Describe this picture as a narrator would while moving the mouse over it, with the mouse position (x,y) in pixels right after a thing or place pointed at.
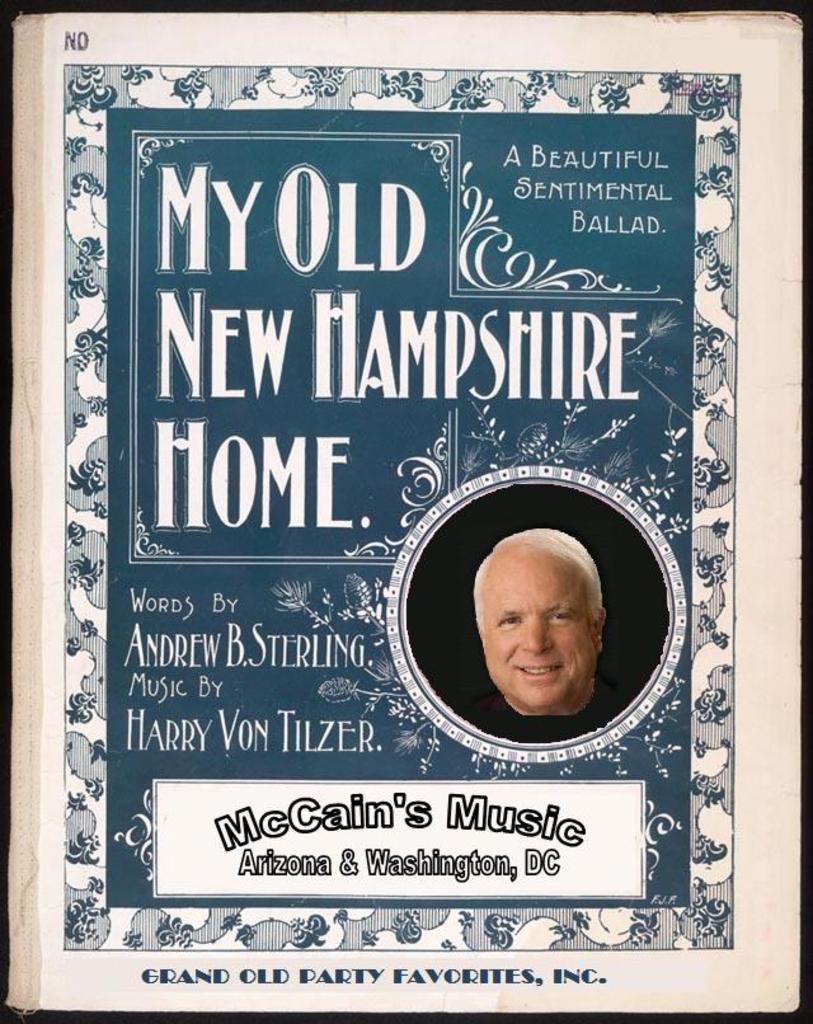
This picture seems to be an edited image with the black borders (675,1018). In the center (515,568) we can see the picture of a person (561,673) smiling and we can see the text (322,214). The background of the image (664,844) is blue in color.
